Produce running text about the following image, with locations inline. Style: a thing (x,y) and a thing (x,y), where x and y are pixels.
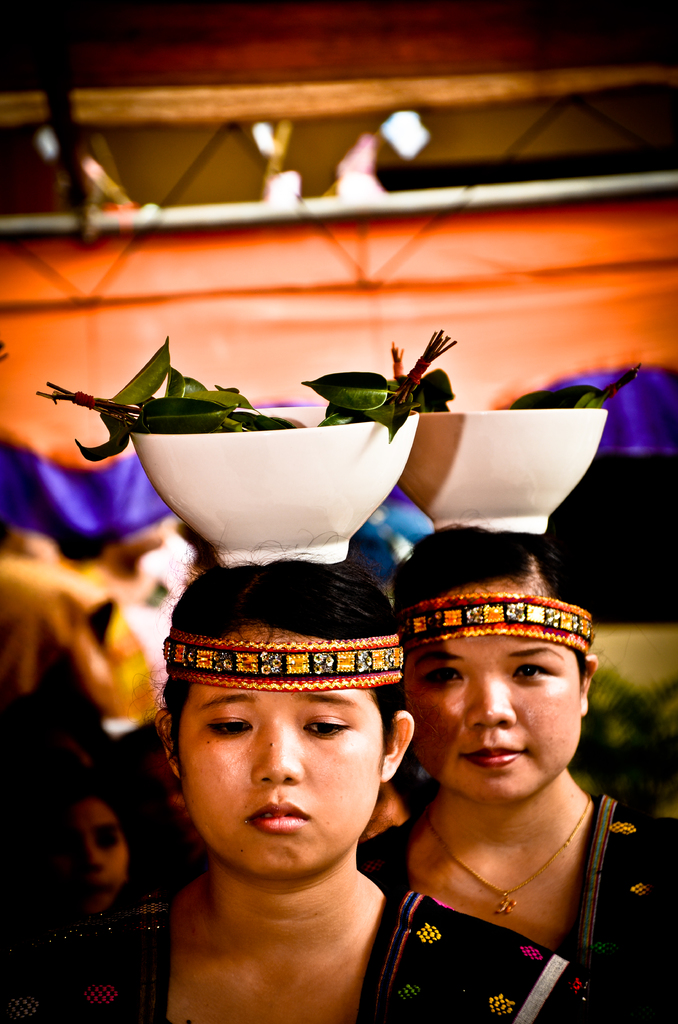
At the bottom of the image (100,1011) few people (41,564) are standing and two persons (675,927) are holding bowls (305,538) on their heads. In the bowls (424,425) there are some leaves (150,373). At the top of the image (302,52) there is tent (207,381).
